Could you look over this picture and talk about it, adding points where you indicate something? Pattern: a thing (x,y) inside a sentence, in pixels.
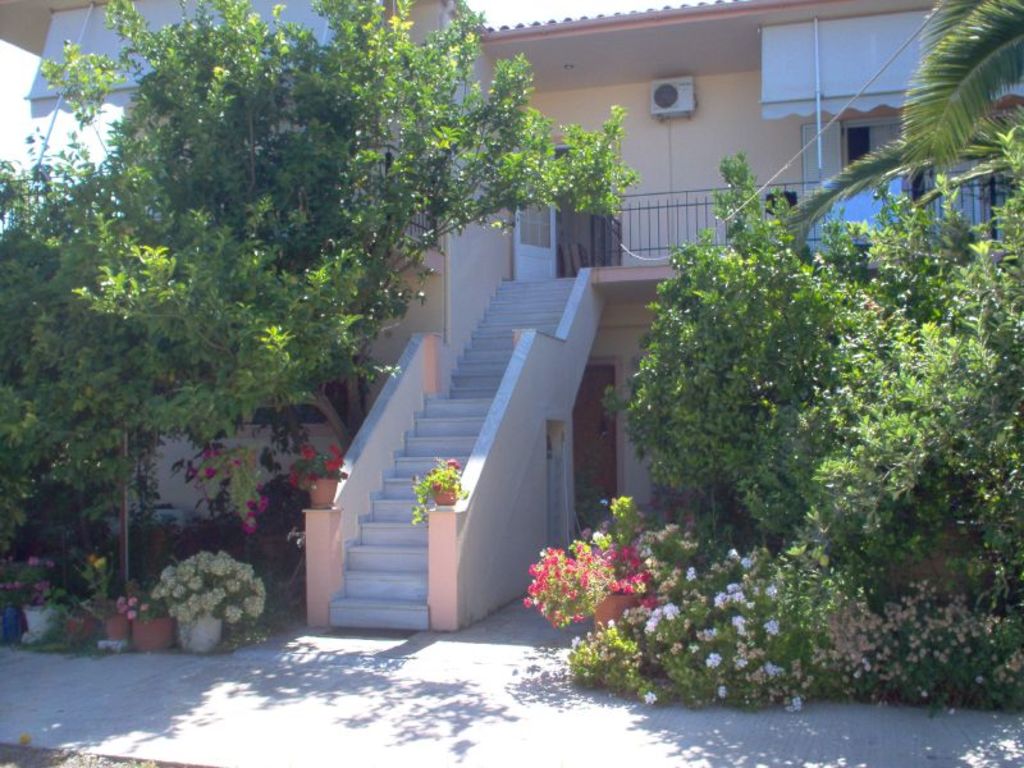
In this image we can see plants (169,606) with flowers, trees (318,148), steps (533,322), railing (624,232), building (558,102), door (545,217), windows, poles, AC (677,103) on the wall (722,115), objects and the sky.
